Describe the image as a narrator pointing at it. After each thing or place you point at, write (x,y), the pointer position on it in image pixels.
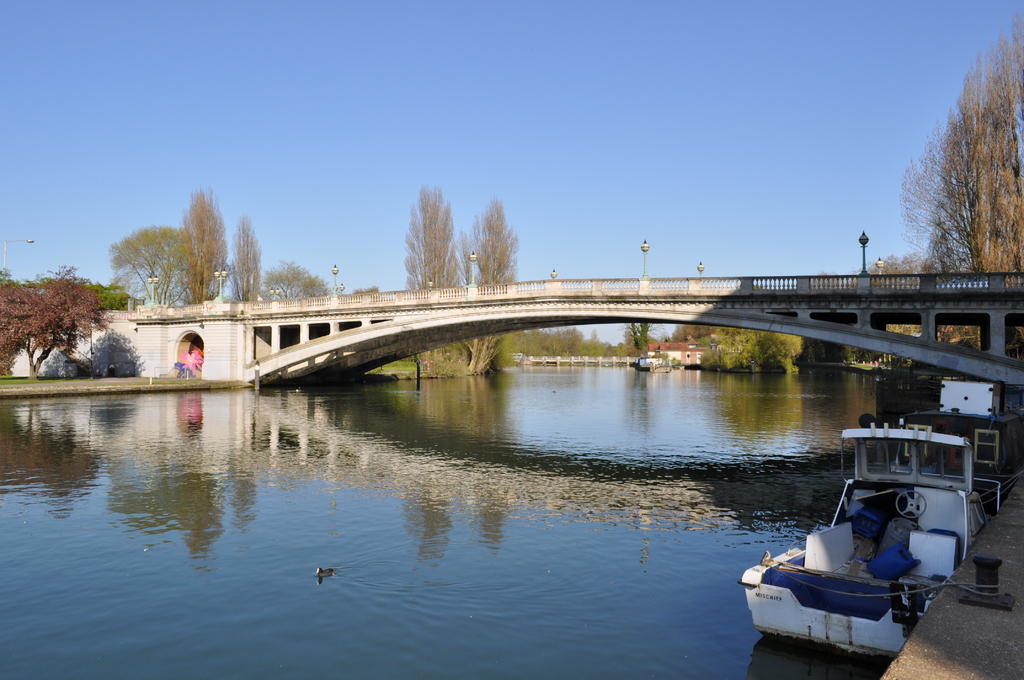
In this image I can see water (394,534). There are boats (881,452), bridges (909,352), buildings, trees (32,349) and there is grass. Also in the background (362,92) there is sky (242,78).
